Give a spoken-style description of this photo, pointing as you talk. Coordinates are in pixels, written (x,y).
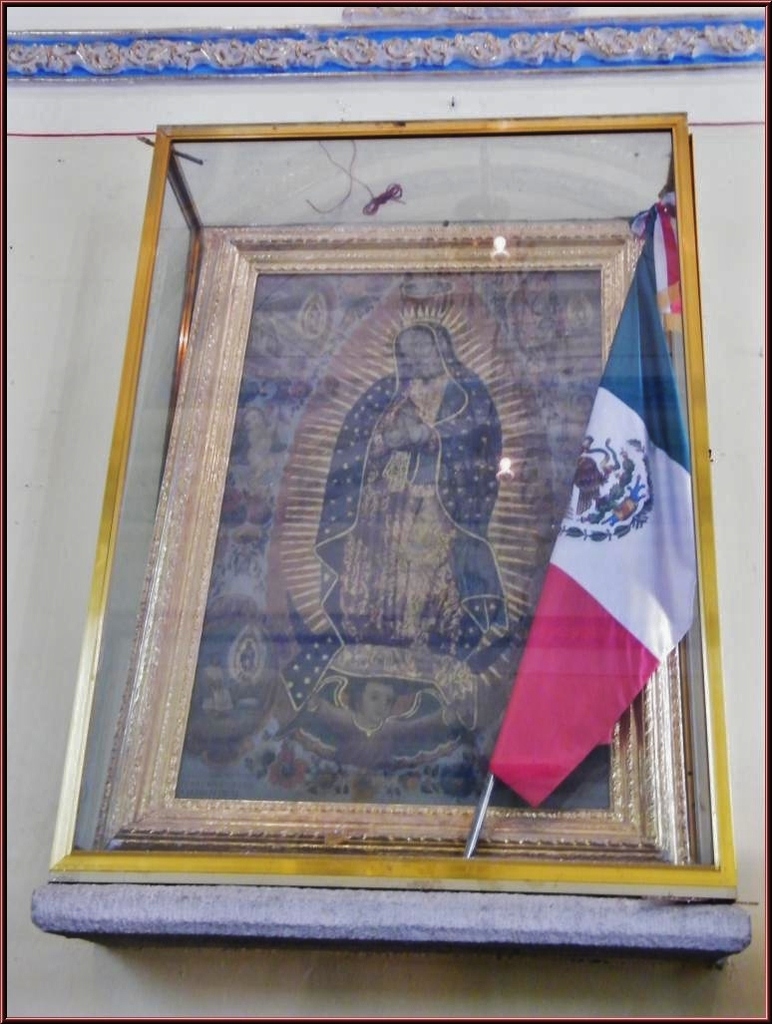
In this image I can see the white colored wall (62,272) and I can see a glass box (143,330) attached to the wall (60,244). In the glass box (392,489) I can see a flag (583,473) and a photo frame (387,534) of a person (427,608) standing. To the top of the image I can see the blue colored design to the wall (74,225).
